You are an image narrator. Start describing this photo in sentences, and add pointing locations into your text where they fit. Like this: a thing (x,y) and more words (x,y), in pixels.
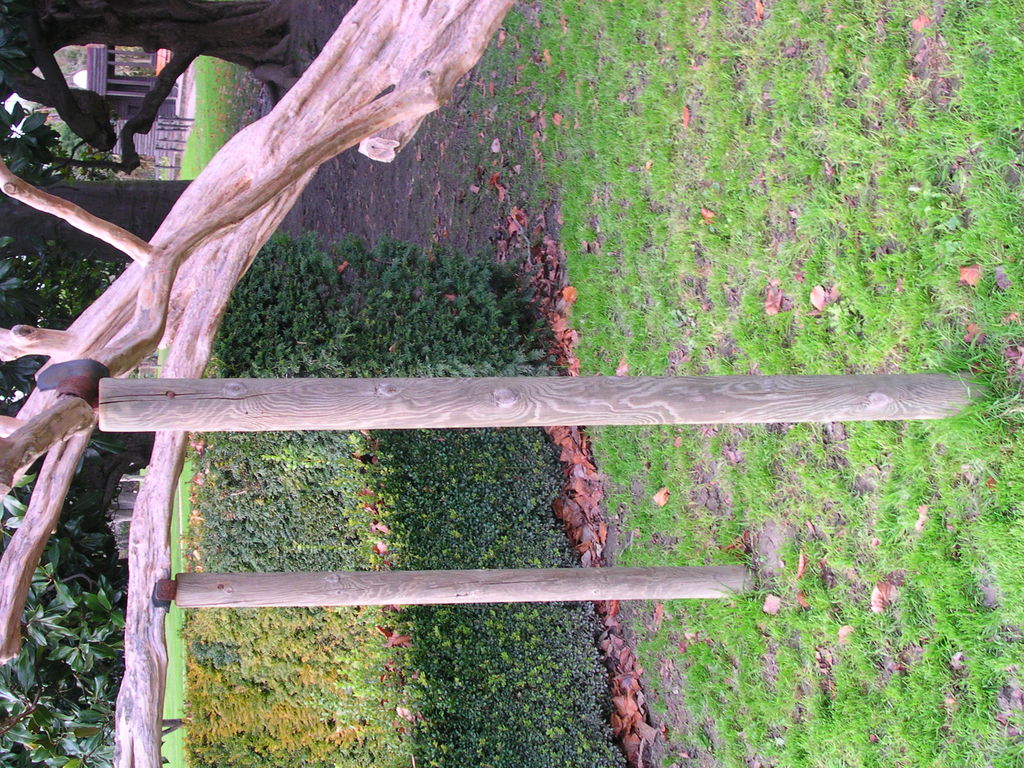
In the foreground of this image (641,422), there are wooden poles (495,573) on the grass (645,491) and tree trunk (280,144) like an object. We can also see few plants (340,314) and trees (103,19). In the background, there is a shelter (162,136) like an object.
